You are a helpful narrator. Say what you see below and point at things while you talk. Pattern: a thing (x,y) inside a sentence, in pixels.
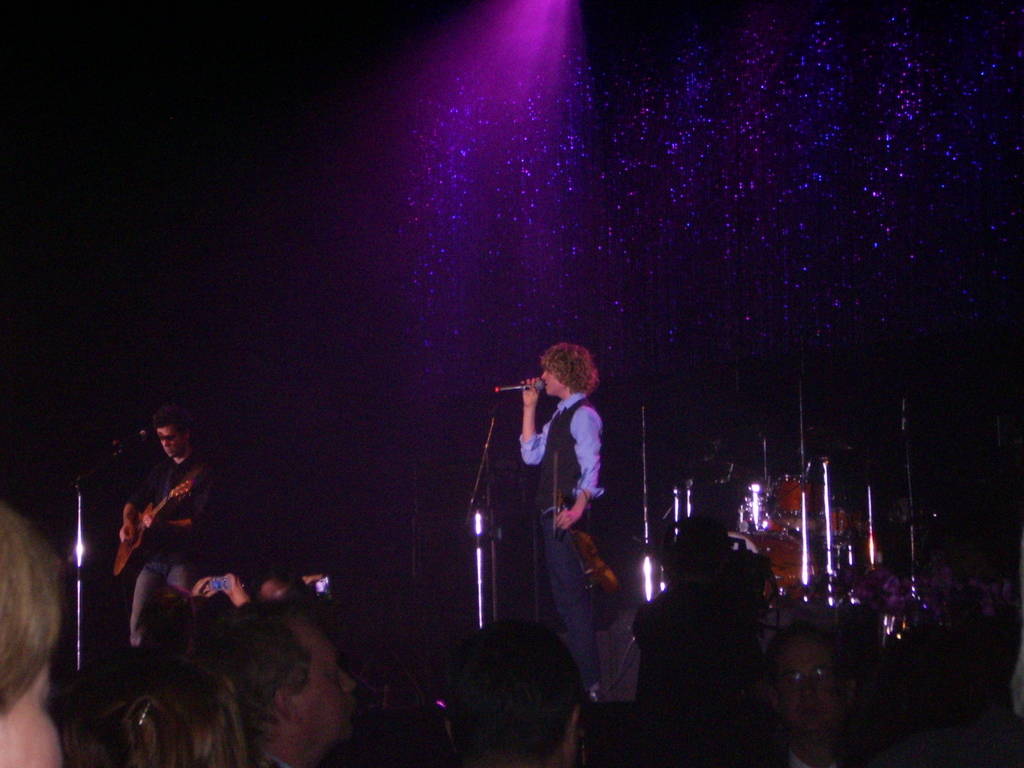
In this image, we can see a man (567,405) standing on the stage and singing in the microphone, there is another man (170,531) standing and holding a guitar (189,487), we can see some people (572,694) standing.
